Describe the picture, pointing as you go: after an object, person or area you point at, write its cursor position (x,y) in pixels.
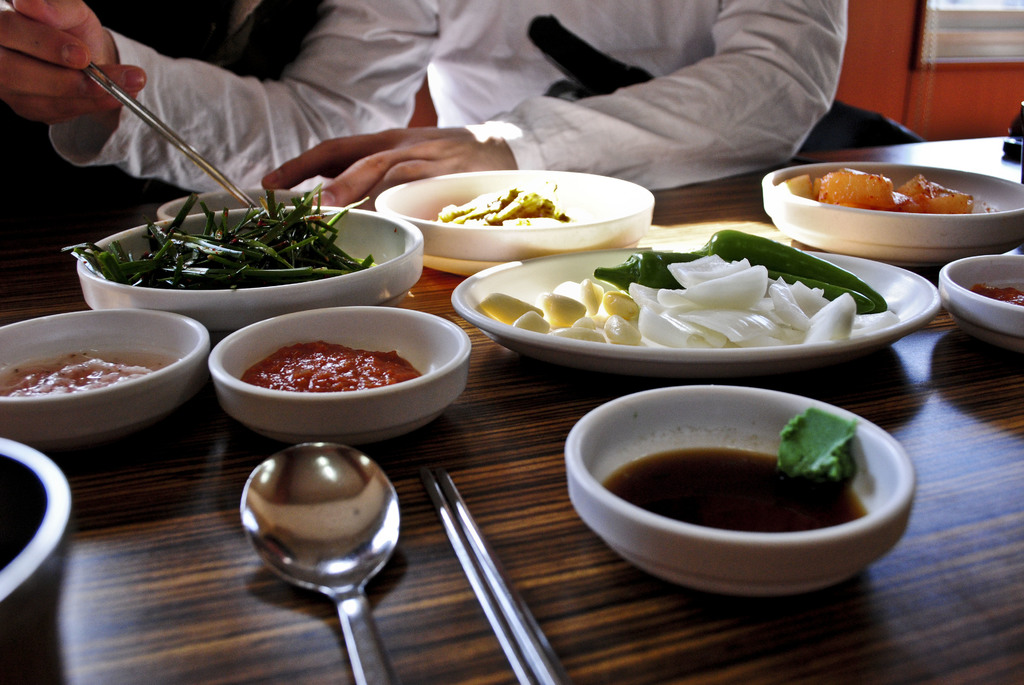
In this picture, we can see a person (429,69) holding some objects (85,74), and we can see table (865,360) and some objects (874,289) like plates (860,341), bowls (753,398) with food items (843,316) in it, spoons (386,542), and we can see the wall (895,38).
